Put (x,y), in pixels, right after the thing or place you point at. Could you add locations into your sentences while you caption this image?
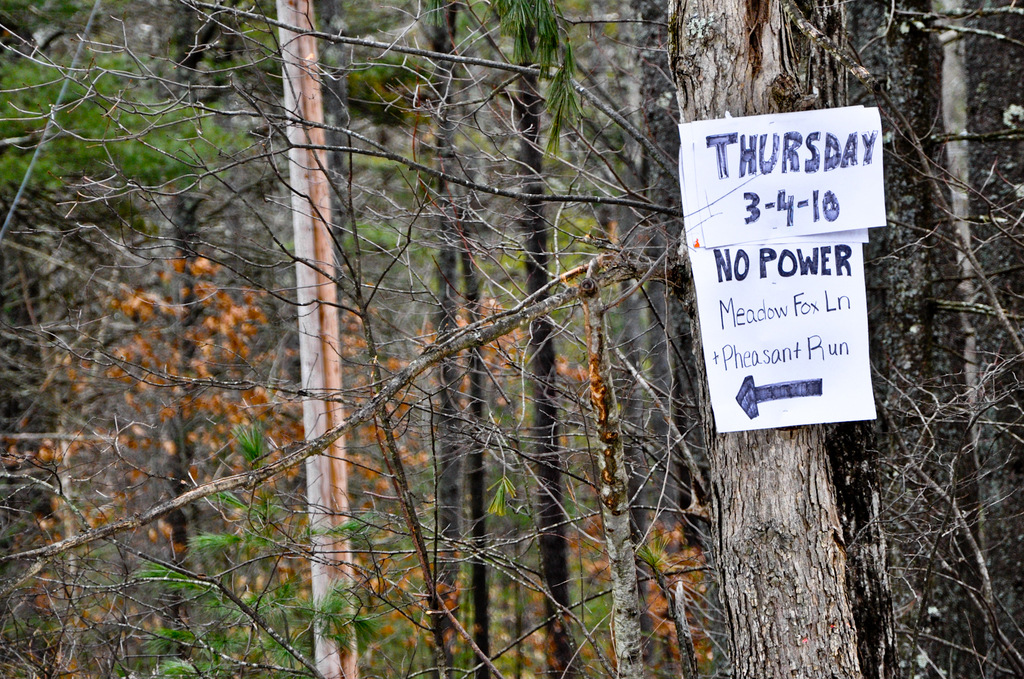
In the foreground of this image (850,477), on the right (801,319), there are few posters (786,320) on the trunk (772,569). In the background (315,219), there are trees (242,425).
